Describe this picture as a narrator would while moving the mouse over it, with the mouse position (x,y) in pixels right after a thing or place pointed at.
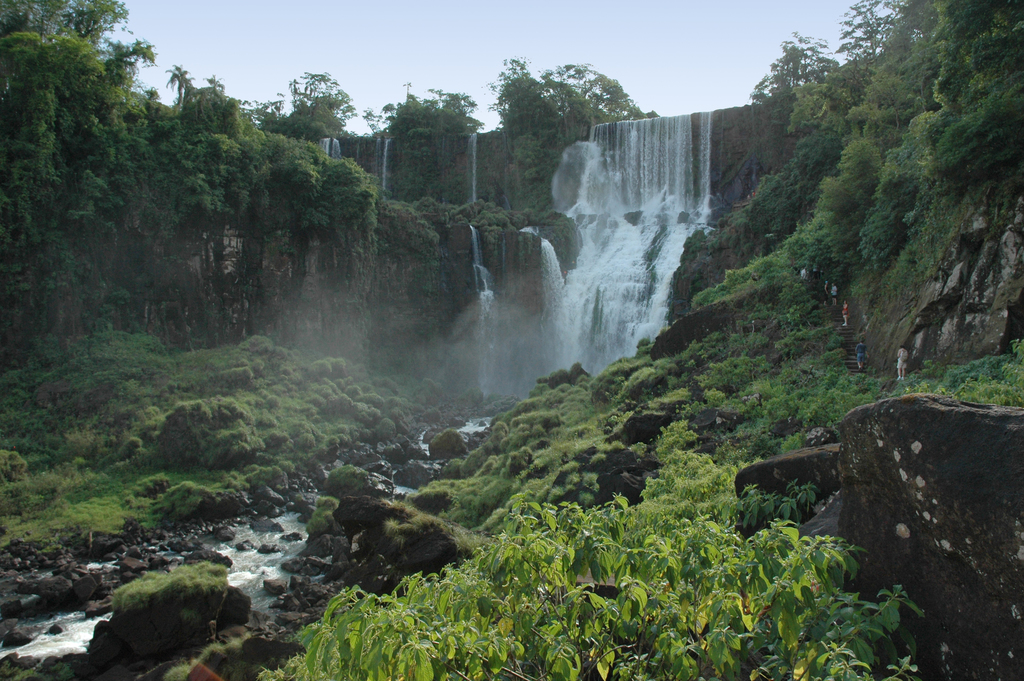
In this image I can see the hill (565,144), on the hill (715,144) I can see bushes (837,375), plants (149,188), trees (188,203), and waterfall (655,223). Some stones (455,442) visible at the bottom (176,618), on the right side (834,284) I can see few persons (843,313) on the hill (827,262), at the top (547,25) there is the sky (520,23).
